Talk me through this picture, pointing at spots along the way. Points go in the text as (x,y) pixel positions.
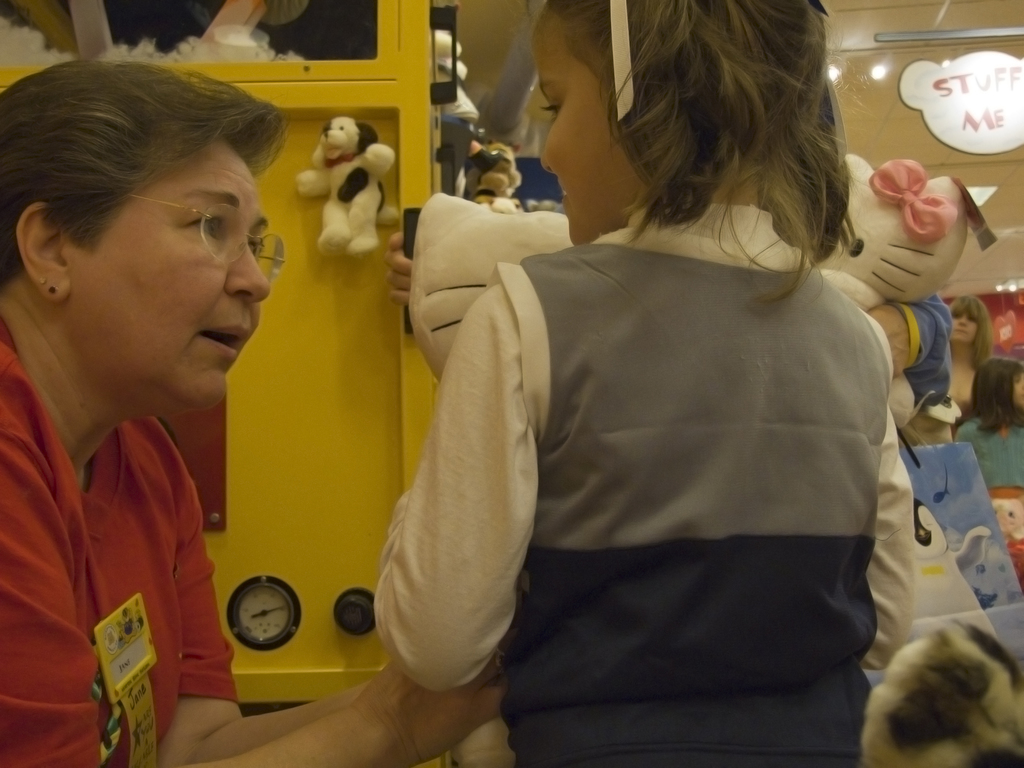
In this picture I can see a person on the right side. I can see the child (444,409). I can see the toys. I can see the metal object (340,332) on the left side (340,332).
